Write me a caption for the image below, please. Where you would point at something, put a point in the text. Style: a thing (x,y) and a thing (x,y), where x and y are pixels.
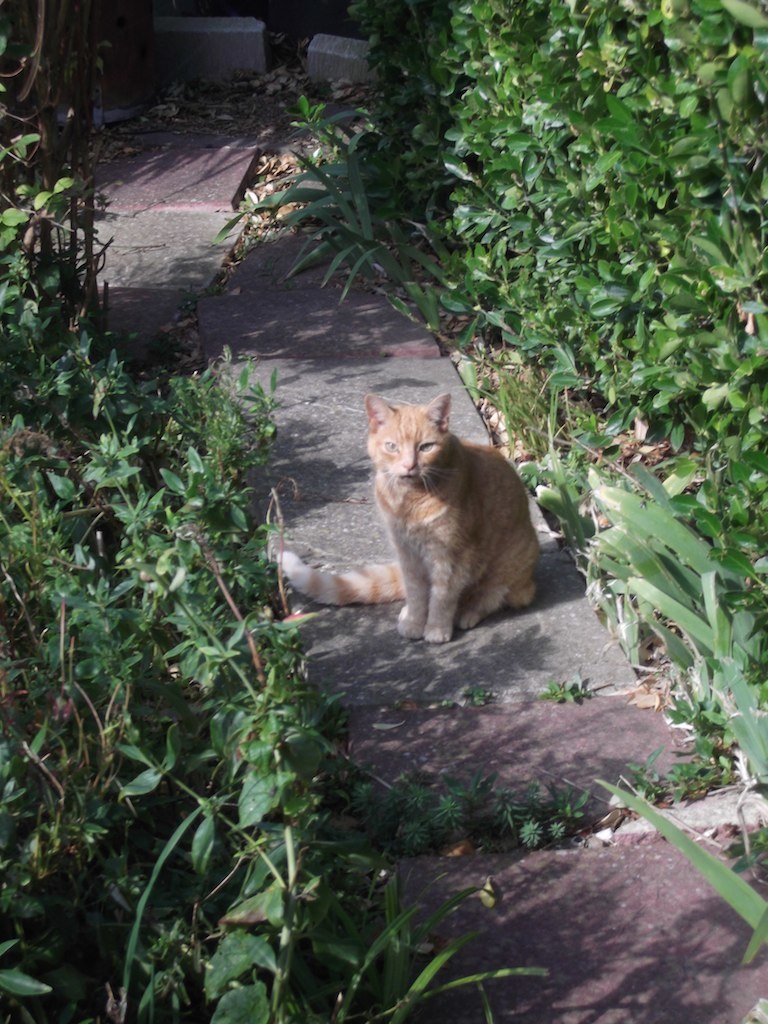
In the center of the image (415,531) there is a cat (412,521). At the bottom (682,951) we can see flagstones (536,773). In the background (760,294) there are bushes (404,46) and plants (147,549).
